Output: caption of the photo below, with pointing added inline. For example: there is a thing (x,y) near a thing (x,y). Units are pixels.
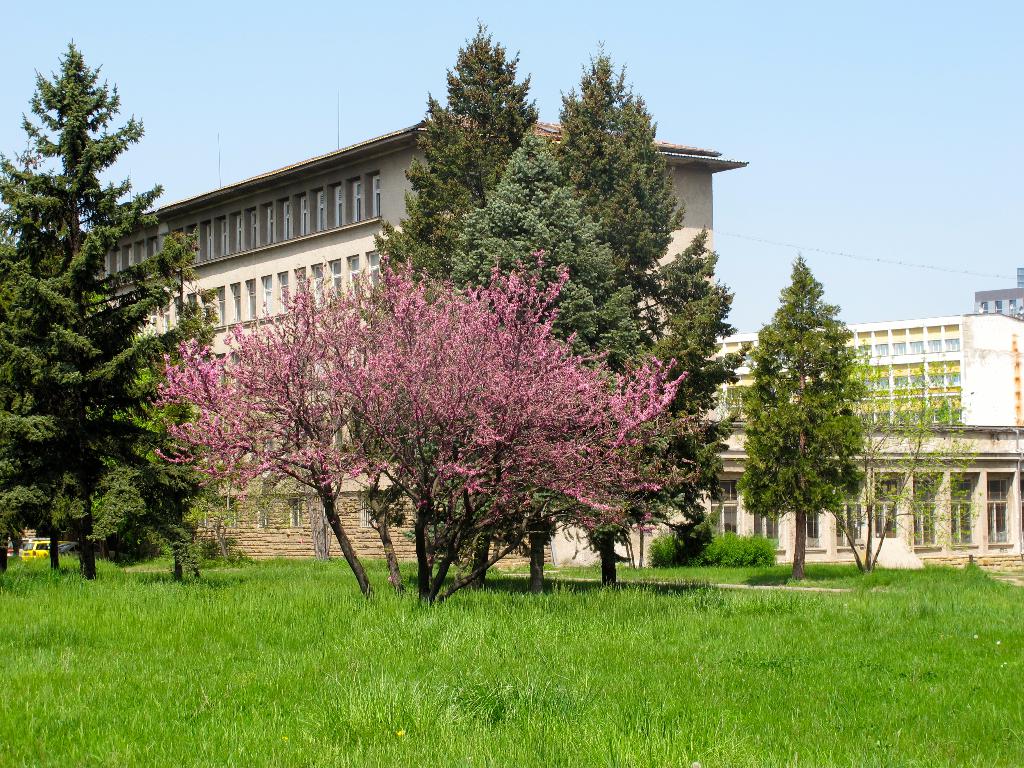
In this image there is a ground (371,671) at the bottom (400,672) on which there is grass (455,632). In the background (250,250) there is a building (283,238). In front of the building (259,237) there are plants (389,509) with pink color leaves (382,400). On the right side (928,407) there are few other buildings (968,415). In front of them there are trees (692,302). At the top (843,90) there is the sky (843,90).
